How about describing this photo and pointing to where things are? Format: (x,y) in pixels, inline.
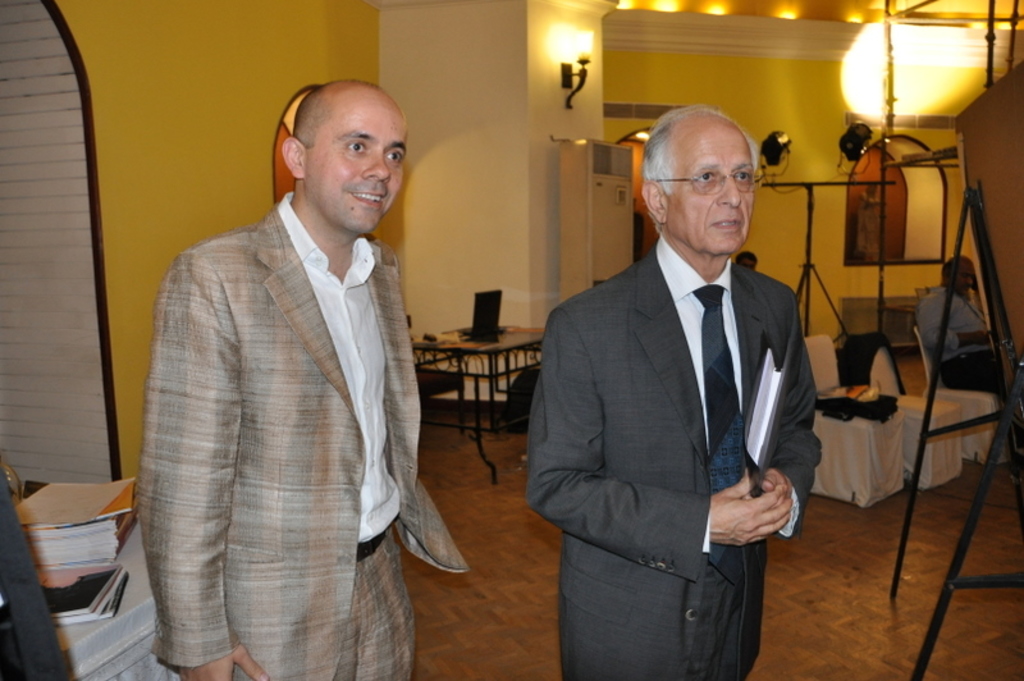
In this picture we can see two persons (789,473) standing on the floor (866,613). These are the chairs (874,361) and this is table (475,433). Here we can see some books (75,557). On the background (203,144) there is a wall (184,70). And these are the lights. And this is floor (518,528).
